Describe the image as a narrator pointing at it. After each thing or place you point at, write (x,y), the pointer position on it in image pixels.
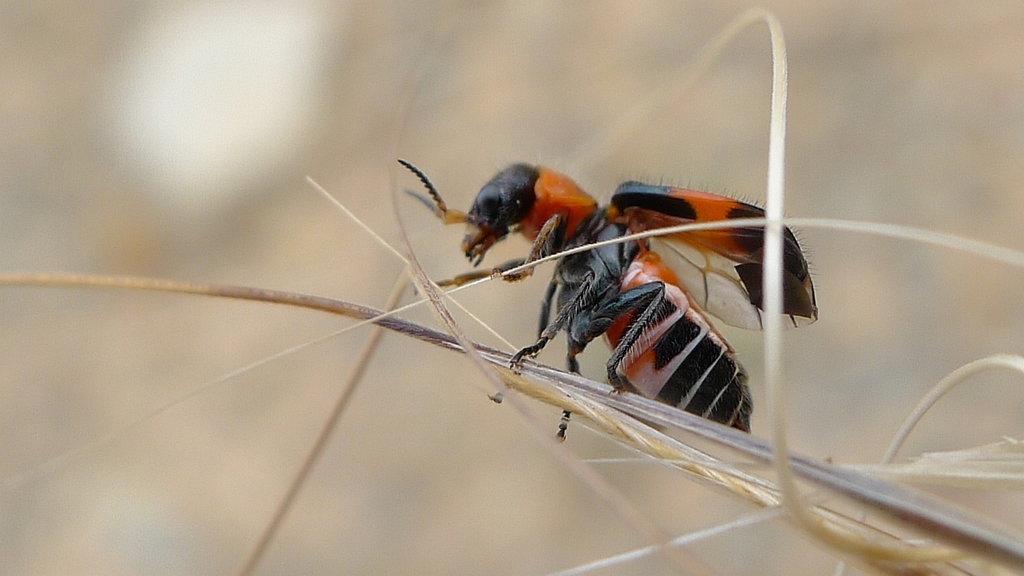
In this picture I can see an insect (675,381) on the stem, and there is blur background (450,411).
